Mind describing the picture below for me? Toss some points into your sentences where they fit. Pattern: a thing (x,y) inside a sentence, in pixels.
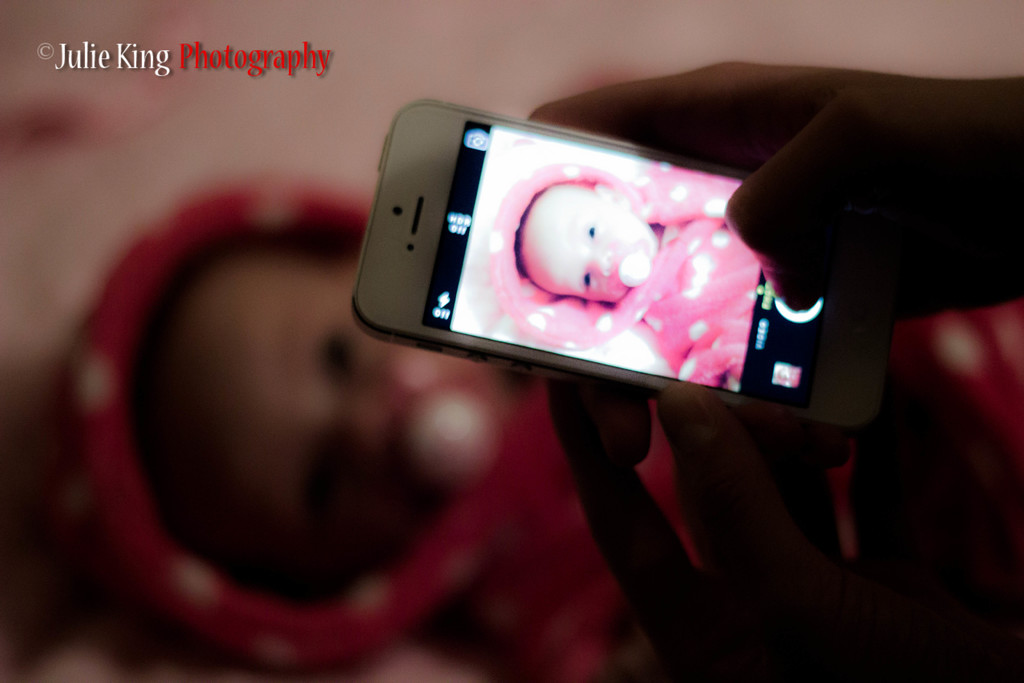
In the foreground of the picture (699,245) we can see a person (645,451) holding a mobile (569,238), in the mobile (606,236) there is a picture (631,253) of a kid (599,262). The background (309,364) is blurred.
